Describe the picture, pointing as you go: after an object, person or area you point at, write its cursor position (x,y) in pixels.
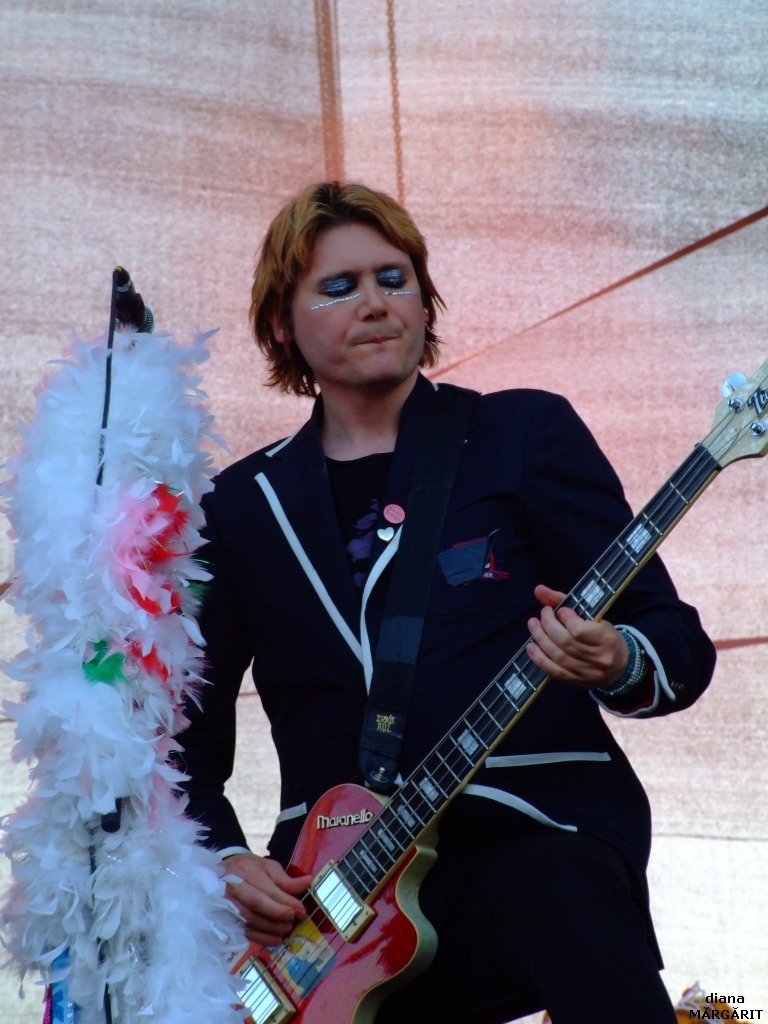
There is a person (383,539) standing, holding a guitar (419,814) in his hand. And in front of him there is a microphone (123,317) and a stand (114,573).
